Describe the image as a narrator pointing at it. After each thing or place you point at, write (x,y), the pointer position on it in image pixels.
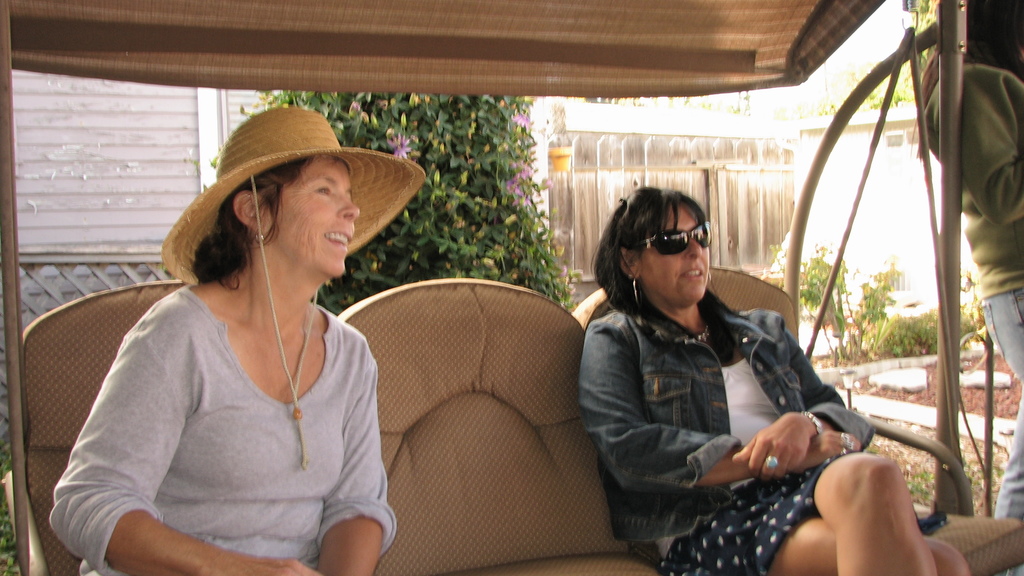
In this image we can see the three seat swing chair (531,339) with two women (617,445). On the right (975,134) we can see a person (1000,252) standing. In the background (445,217) we can see a tree (495,214), plants (475,195), soil (1000,405), flower pot (559,149) and also the building (882,200).
